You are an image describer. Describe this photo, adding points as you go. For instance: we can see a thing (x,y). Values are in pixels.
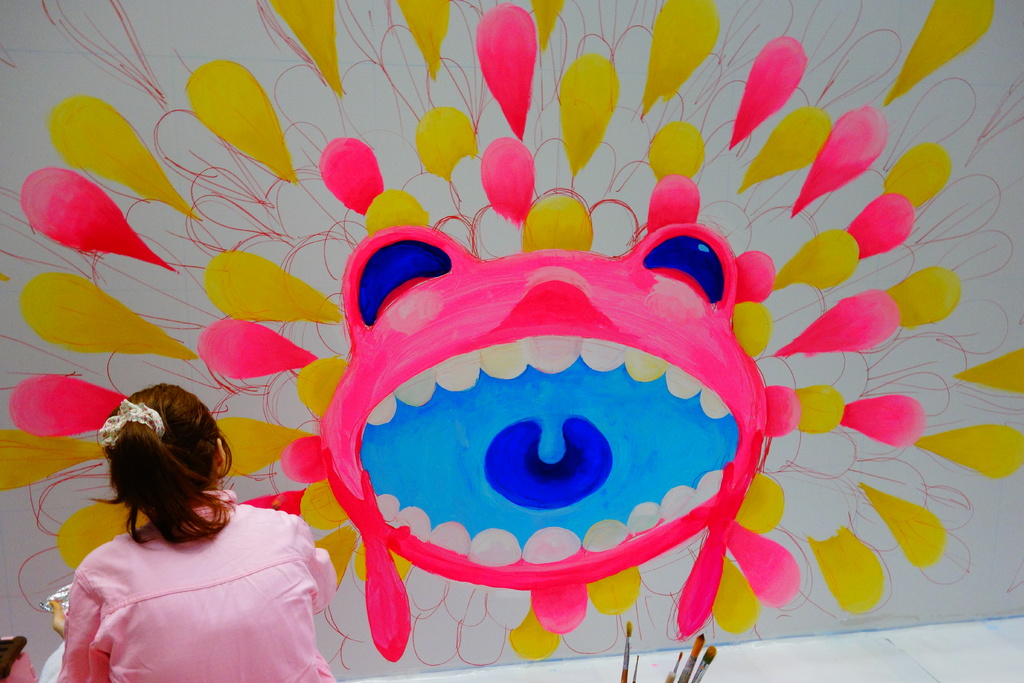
This is a girl (251,615) sitting. I think this is a painting (400,302). At the bottom of the image (627,654), I can see the paint brushes (686,667).
